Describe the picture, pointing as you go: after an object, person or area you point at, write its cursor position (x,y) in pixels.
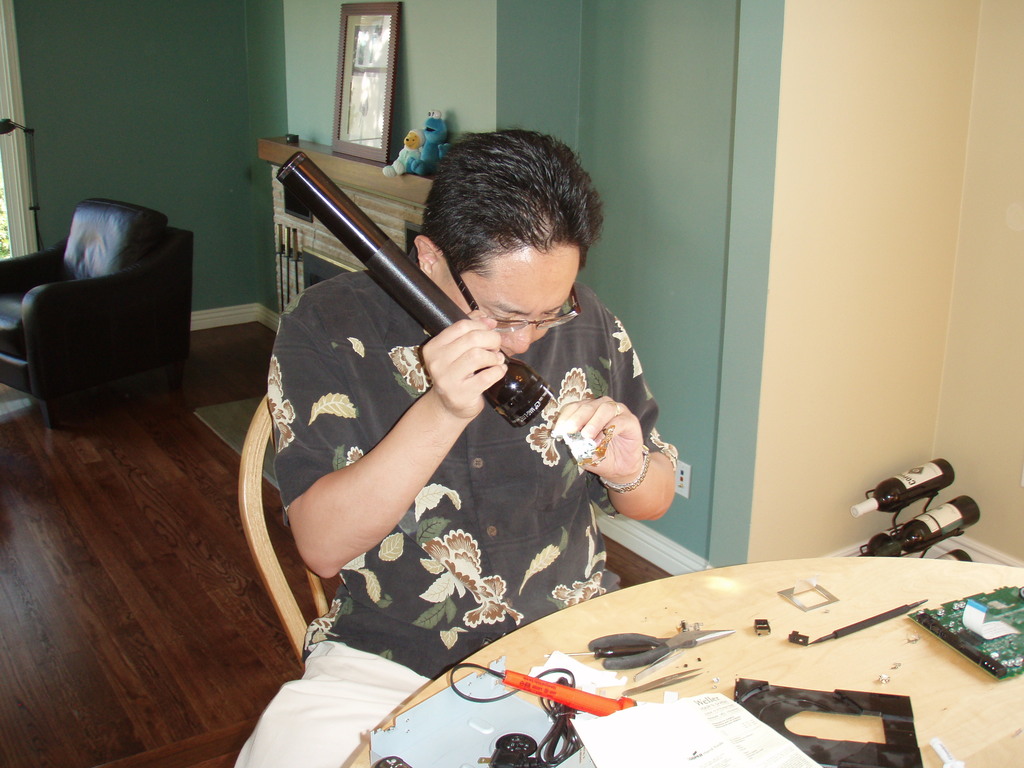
In the image we can see there is a man (472,447) who is sitting and holding a torch (328,212) in his hand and on table (745,662) there are electrical equipments (543,719) and there are wine bottles (875,499) in the bottle stand (938,539) and at the back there is black colour chair (192,233) and on mantel (384,192) there are toys (417,164) and photo frame (354,134).
